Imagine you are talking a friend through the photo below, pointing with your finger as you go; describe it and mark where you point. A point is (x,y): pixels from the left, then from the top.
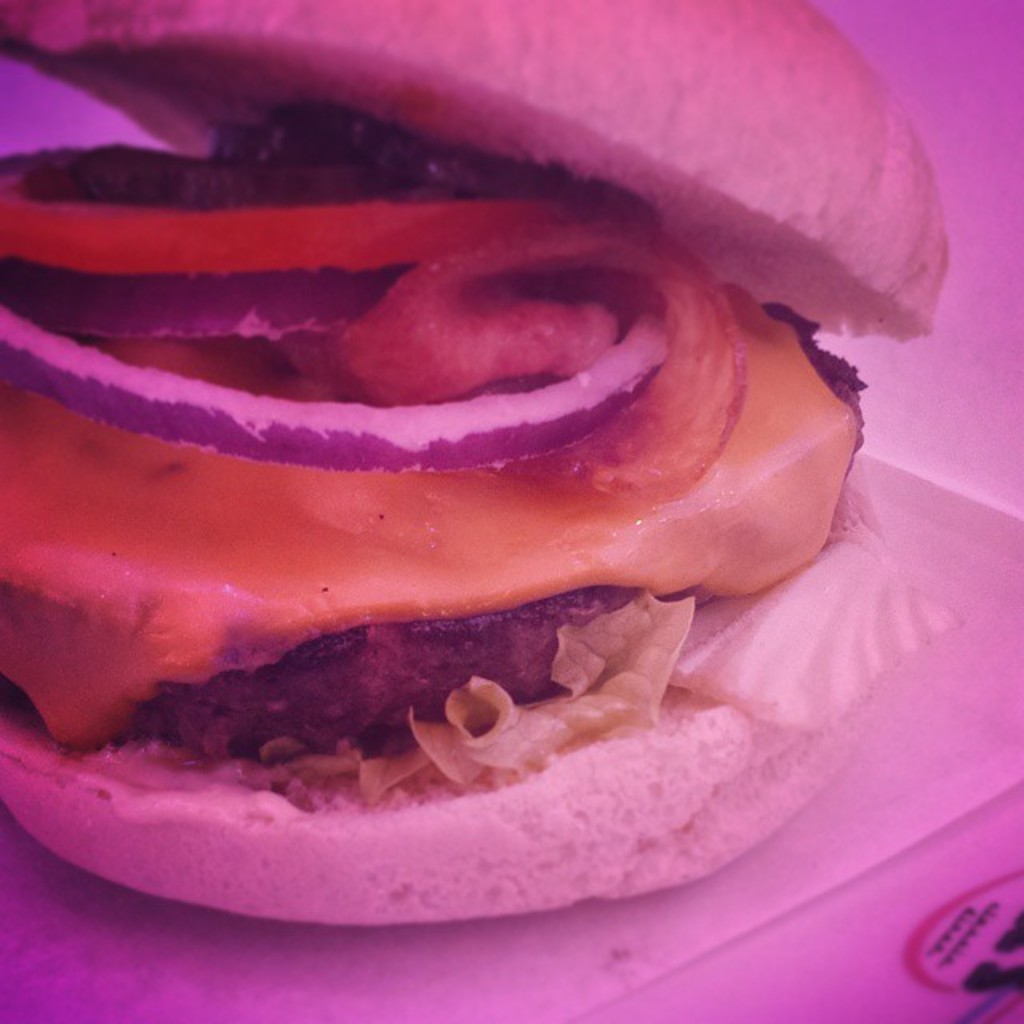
In this image we can see a hamburger (558,456) on a surface (551,975), with cheese (456,504), onion (400,454), and tomato slices (411,223) in it.
